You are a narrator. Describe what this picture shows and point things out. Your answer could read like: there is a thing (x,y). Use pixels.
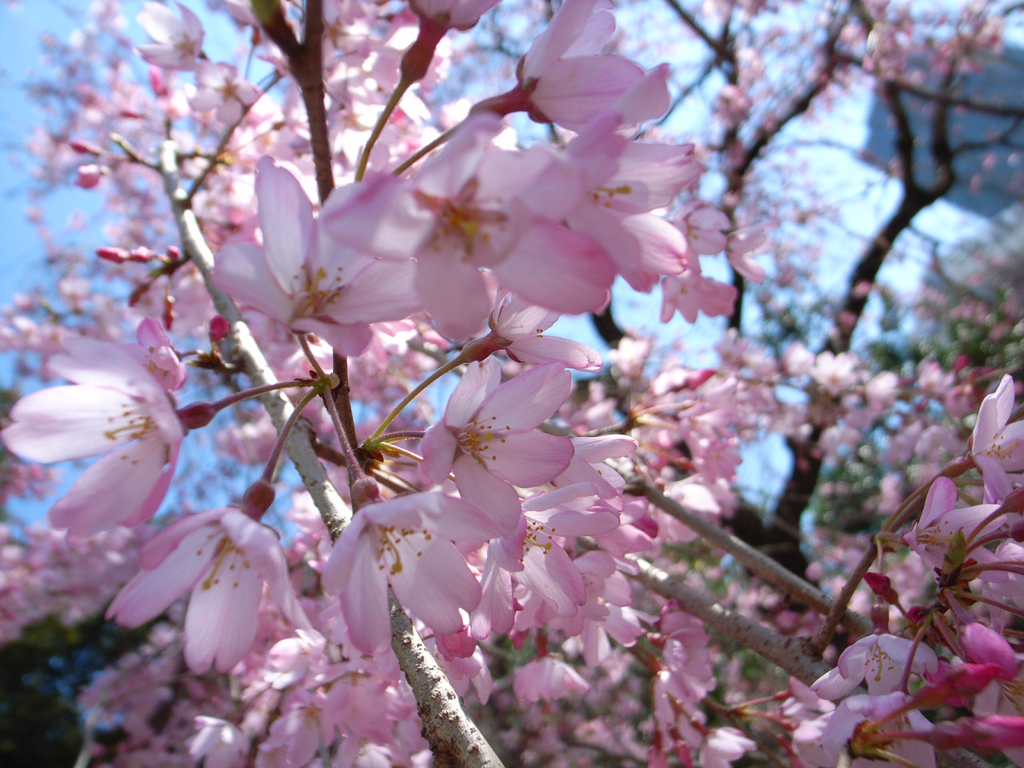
In this image, we can see some trees (952,635), flowers (943,545) and the sky (488,47). We can also see some objects (872,110) on the right (985,208).
